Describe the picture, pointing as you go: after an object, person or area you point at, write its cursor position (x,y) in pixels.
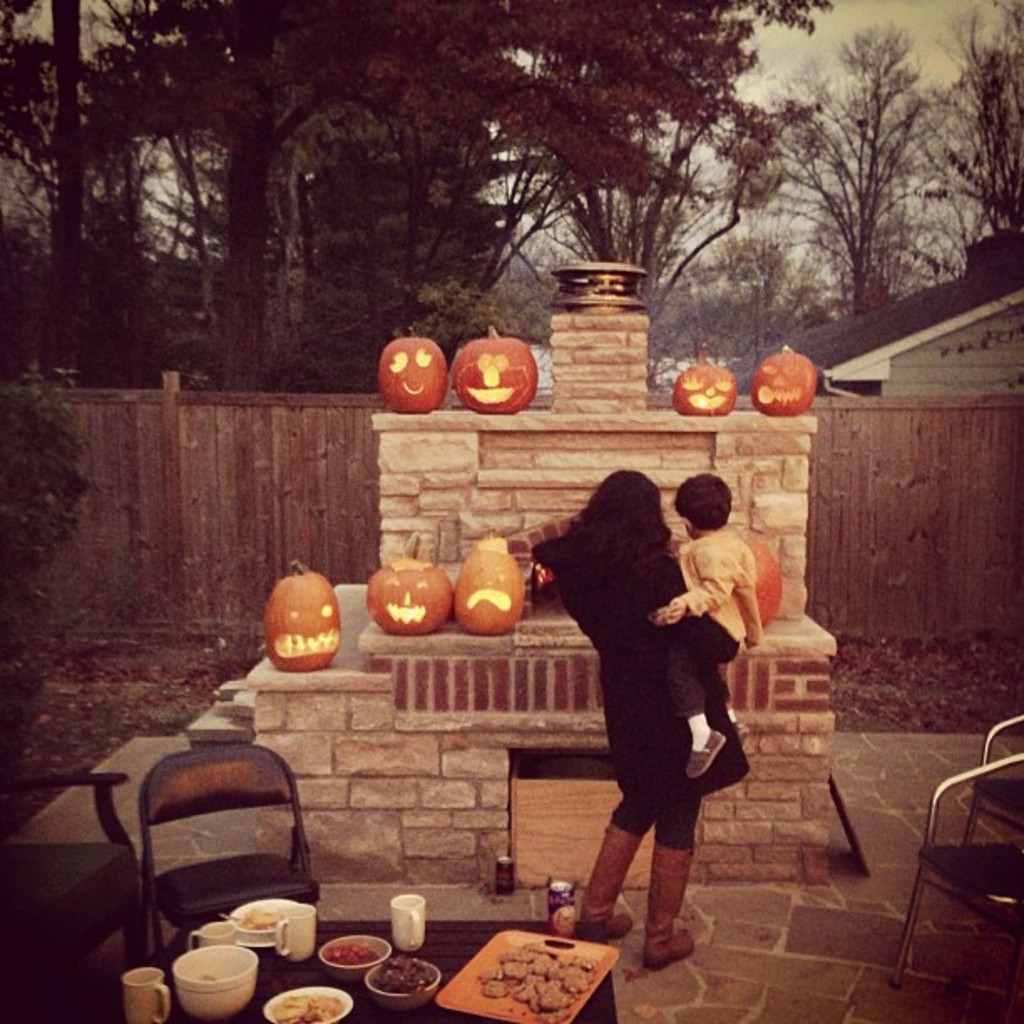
In this image, we can see a person (621,709) carrying a kid (725,569) on the path (839,968). Behind them, there are carving pumpkins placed on the fireplace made with stones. At the bottom of the image (594,1003), we can see the table (605,1011) and chairs (50,1011). On top of the table (432,1019), we can see a few things (276,1006) and items (386,989). In the background (271,459), we can see the wooden wall (223,499), plant (3,484), house (982,358), trees (320,369) and the sky (958,27).
